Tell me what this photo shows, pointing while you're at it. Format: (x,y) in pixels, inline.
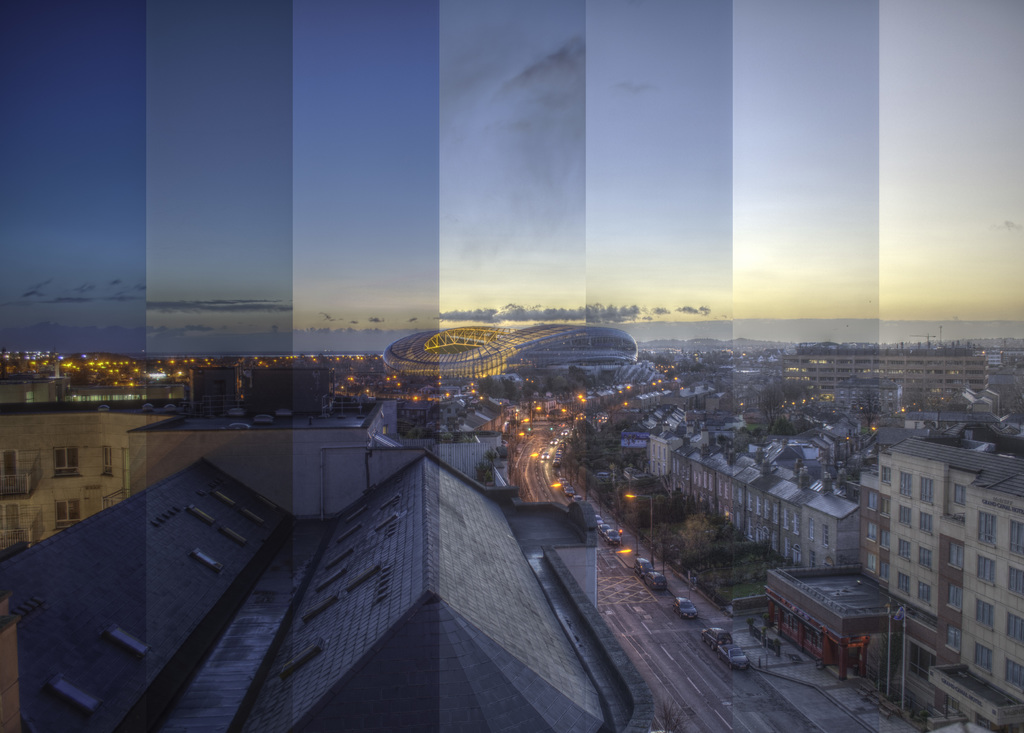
In this image I can see few vehicles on the road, buildings (750,508) in cream and gray color. Background (838,286) I can see few trees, and sky (608,160) in blue and white color.
